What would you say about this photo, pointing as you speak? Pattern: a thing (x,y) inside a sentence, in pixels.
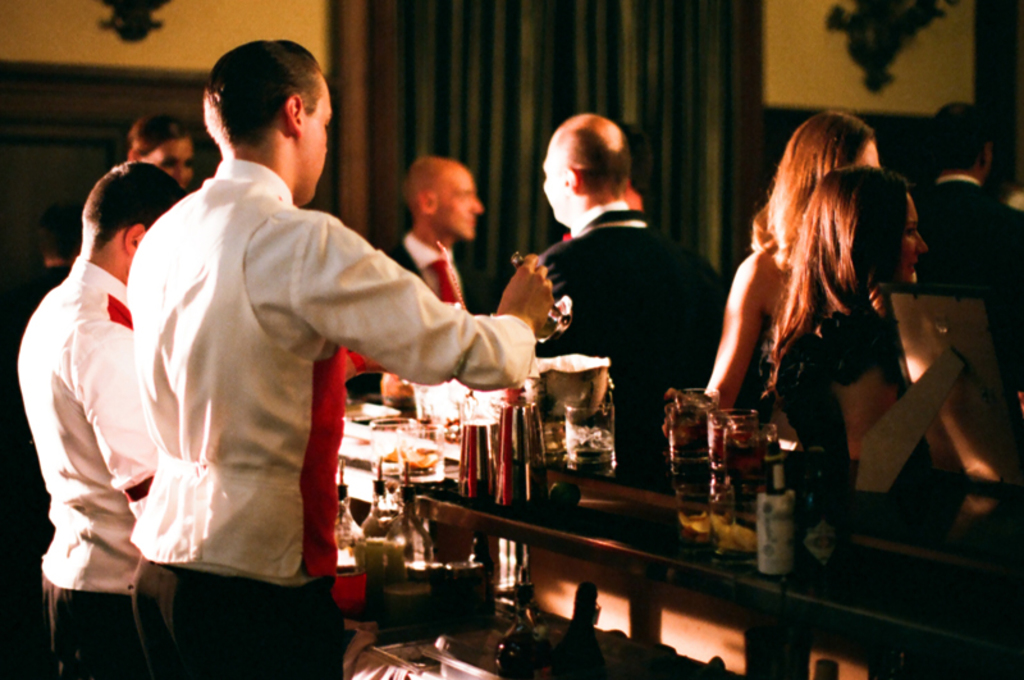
In this image there is a bar counter (617,530) on that there are bottles (767,543) and glass (715,442), people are standing near the bar counter (625,483), in the background (799,1) there is wall (842,93).
